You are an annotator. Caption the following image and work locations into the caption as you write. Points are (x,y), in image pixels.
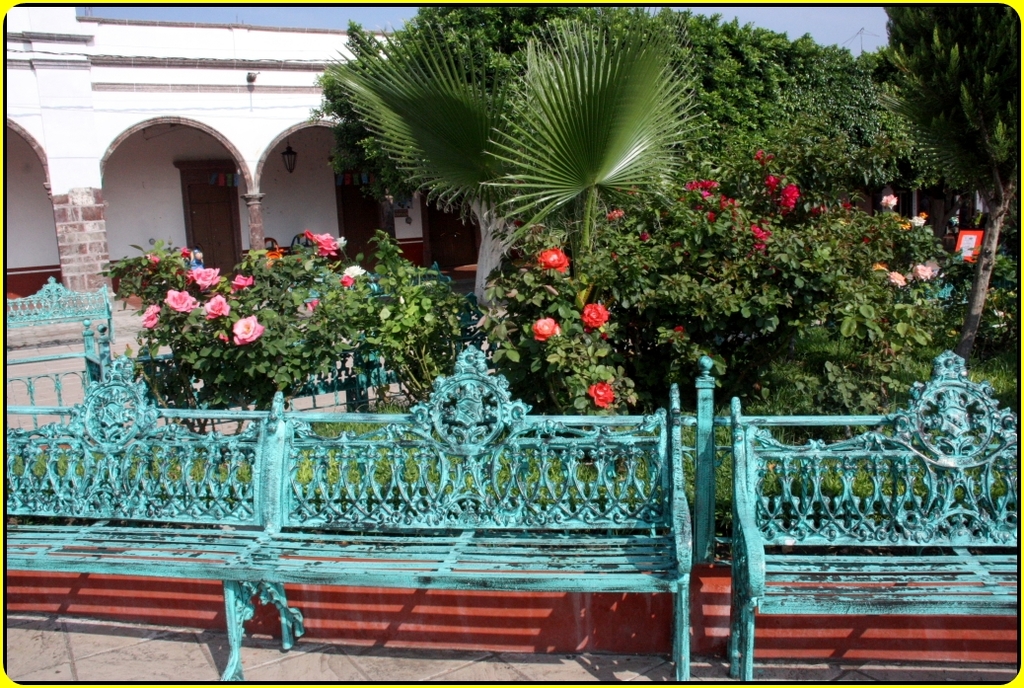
In this image we can see the benches (624,522). And we can see the flowering plants (629,285) and trees (643,128). In the background (119,160), we can see the building (173,205), doors (203,239) and the arches (106,161). At the top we can see the sky (784,23).
